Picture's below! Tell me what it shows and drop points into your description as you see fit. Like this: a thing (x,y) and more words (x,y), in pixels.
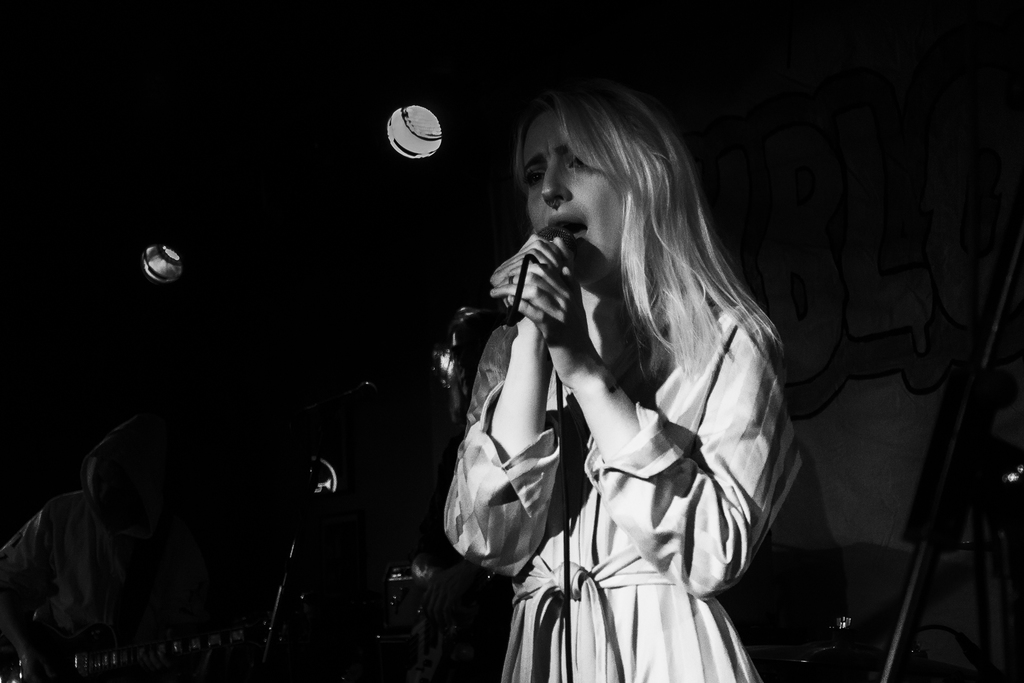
This is a black and white image. This image might be clicked in a musical concert. There are lights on the top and there is a person (632,364) in the middle (647,435) who is holding the mic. And there is also a person (165,619) who is playing guitar (200,639) in the bottom left corner (161,621).
